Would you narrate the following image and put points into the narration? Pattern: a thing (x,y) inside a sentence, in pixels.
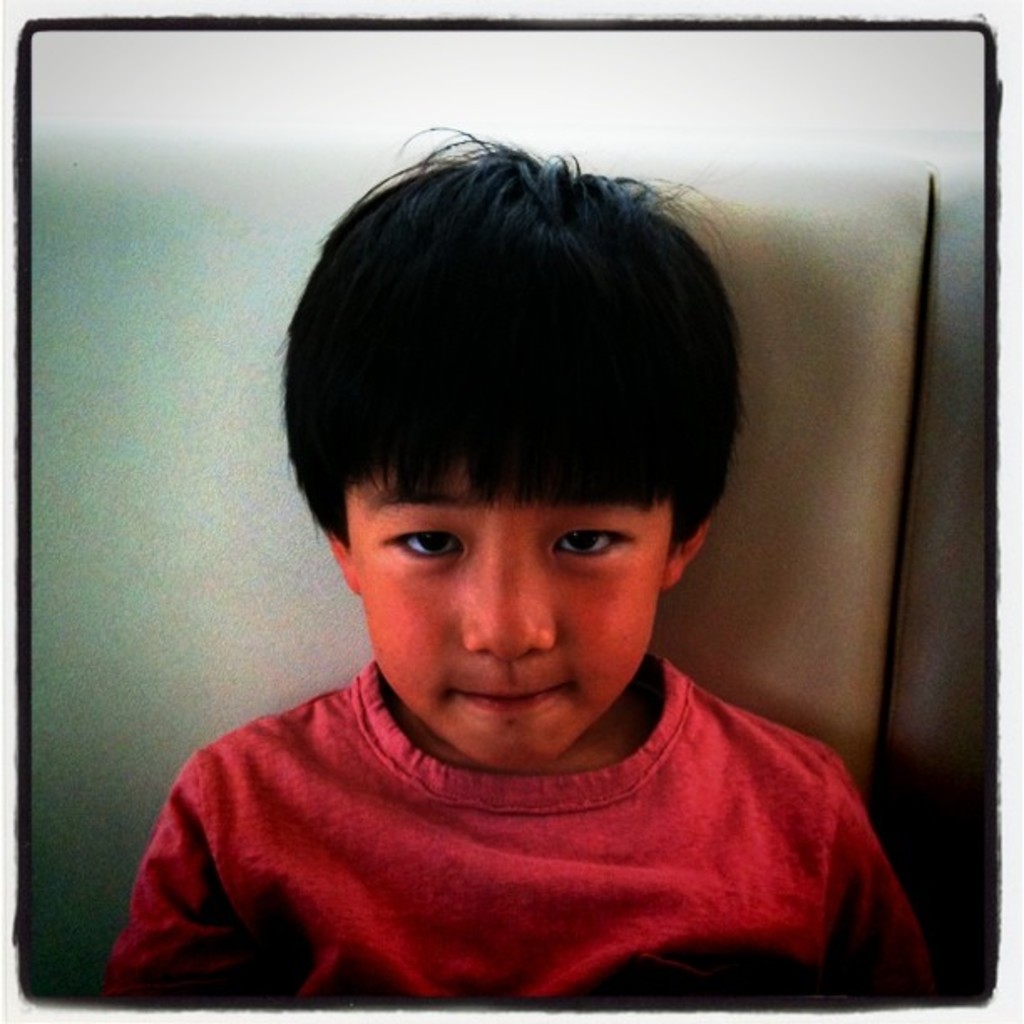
In this image I can see a child (532,787) wearing red colored t shirt (453,857) is sitting on a seat (804,527) which is cream and white in color and I can see the white colored background (778,104).
